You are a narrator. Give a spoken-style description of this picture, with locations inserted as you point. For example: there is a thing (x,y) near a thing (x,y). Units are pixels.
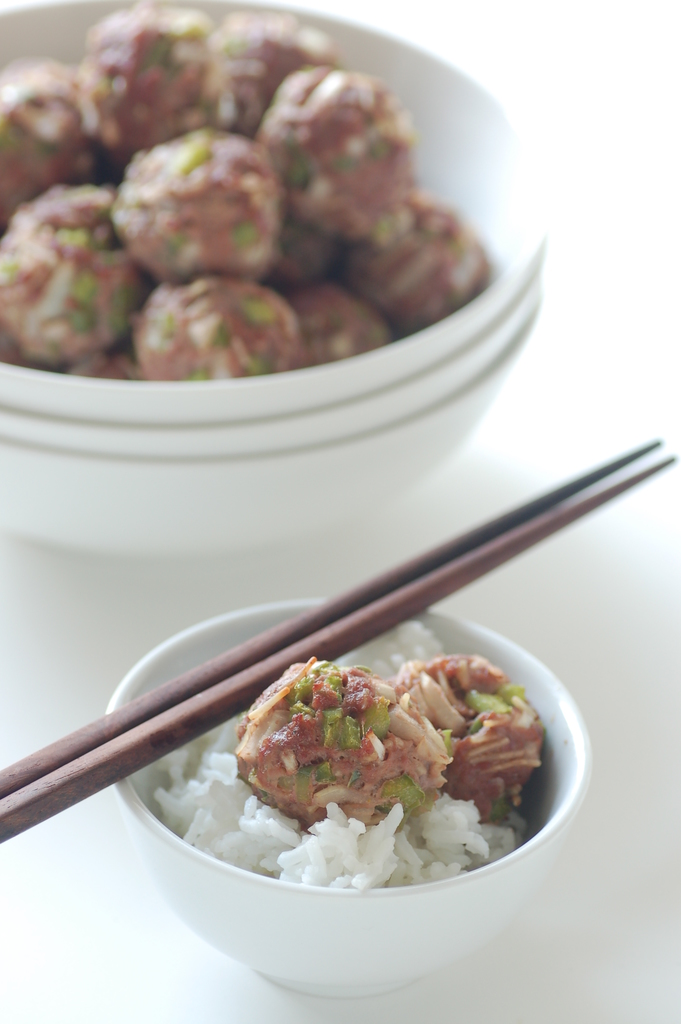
There is a bowl (431,345). There is rice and meatballs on a bowl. There is a stick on a bowl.
